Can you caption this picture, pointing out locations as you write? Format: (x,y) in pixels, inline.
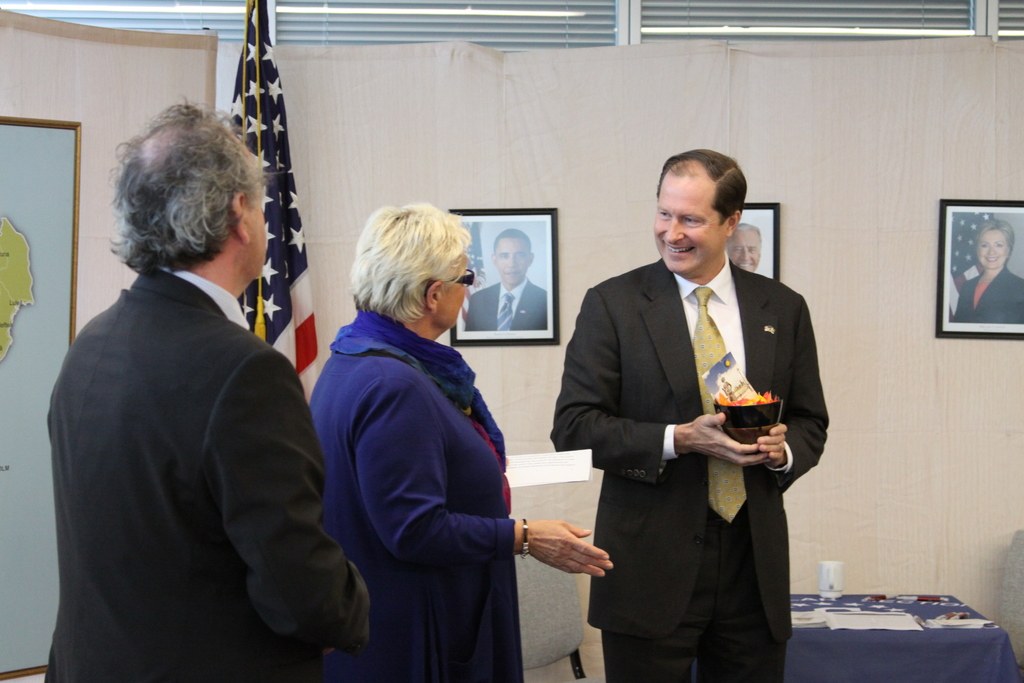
In this image we can see a person (706,489) holding a bowl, two persons (304,500) beside him. On the backside (94,172) we can see a flag (300,271), wall (340,245), photo frames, table (934,666), a cup (833,587) and papers (895,623) on the table (883,636) and a board (42,290).
